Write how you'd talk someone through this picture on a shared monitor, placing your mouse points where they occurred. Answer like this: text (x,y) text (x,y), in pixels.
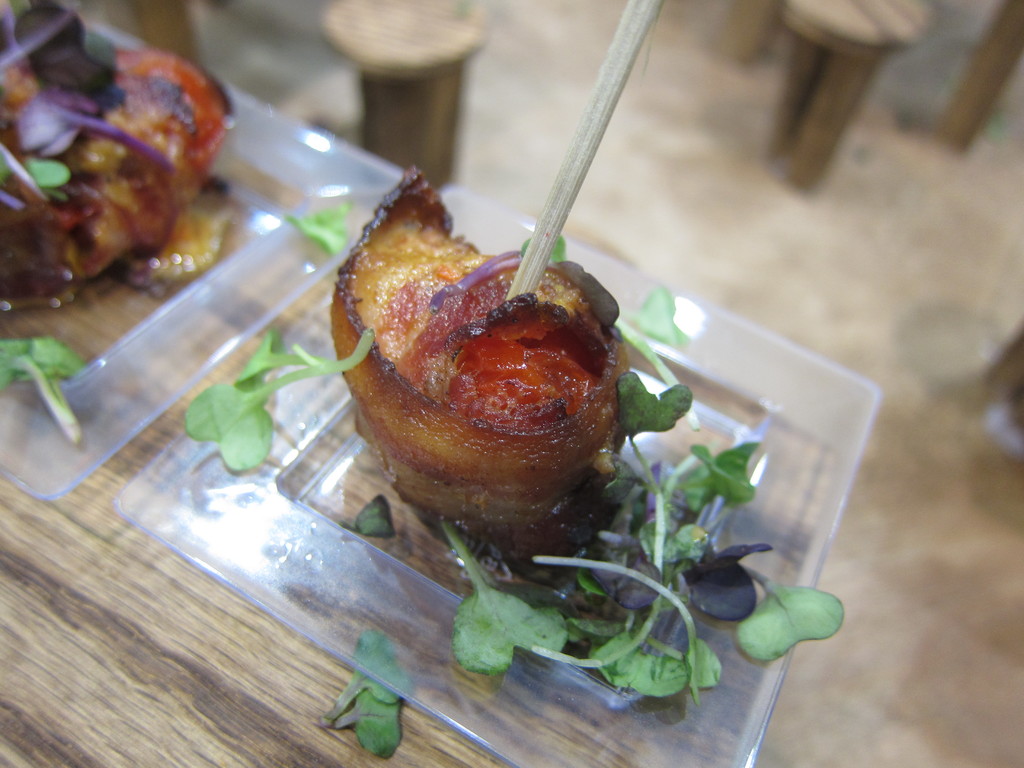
In this image, we can see some food items (124,247) are on the glass plate (438,586). These glass plates (216,527) are placed on the wooden surface (169,648). Background (751,175) there is a blur view. Here we can some objects (462,57).
